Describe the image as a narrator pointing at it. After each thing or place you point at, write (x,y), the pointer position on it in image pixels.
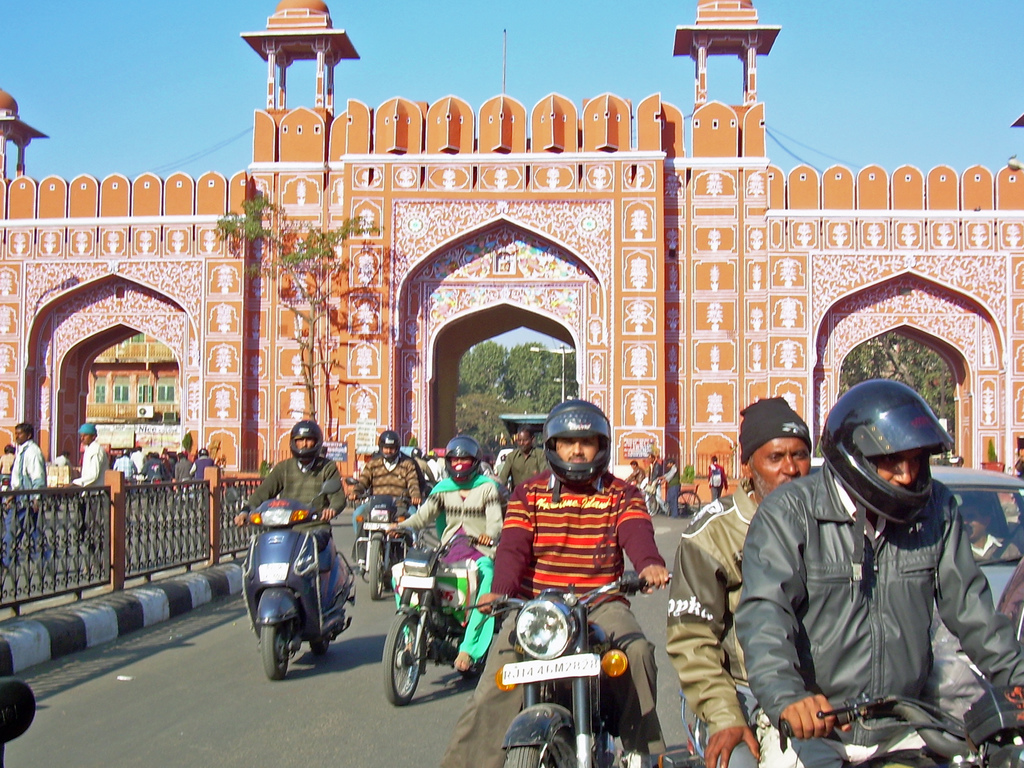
The picture is clicked on a road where there are many people (828,642) riding motor vehicles (455,572) and in the background (164,254) we find a beautifully designed arch (205,313).
